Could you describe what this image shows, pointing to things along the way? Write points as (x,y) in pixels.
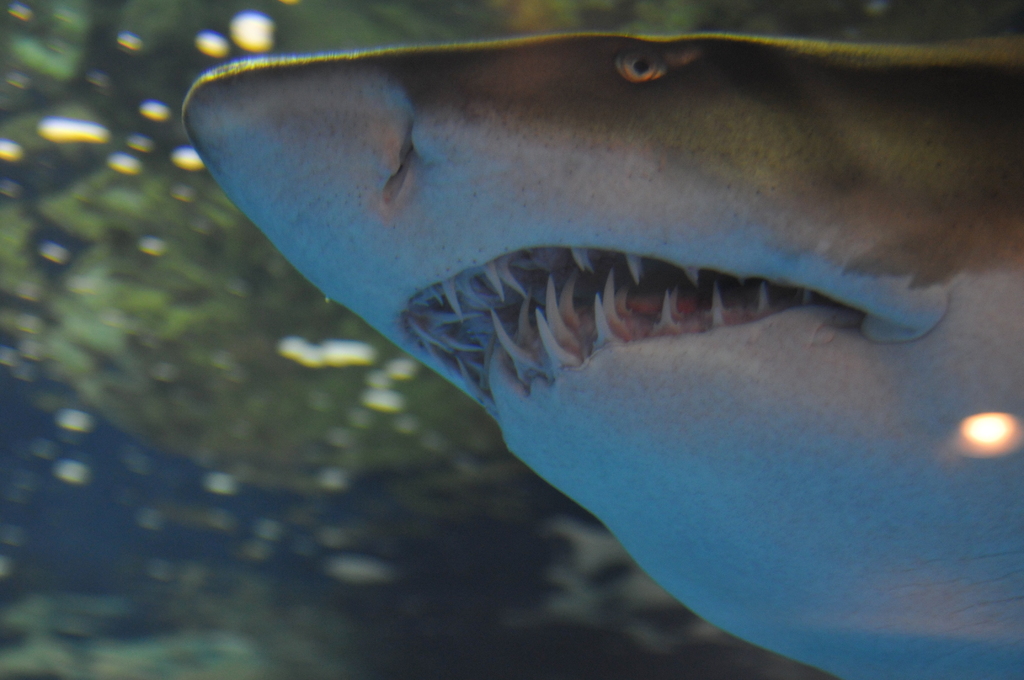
In this image we can see a shark (459,378) in the water (420,485).
